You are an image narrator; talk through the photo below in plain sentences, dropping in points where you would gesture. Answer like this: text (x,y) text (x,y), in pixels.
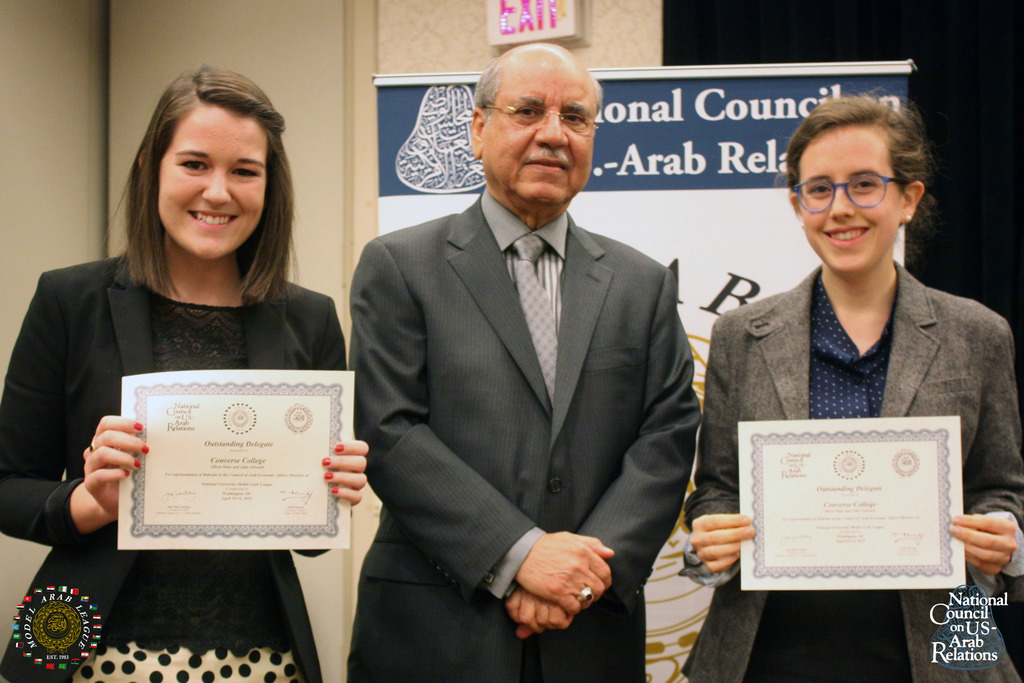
On the left side (293,302), there is a woman (269,190) smiling, holding a certificate (236,410) with both hands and standing. Beside her, there is a person (500,341) in a suit (537,470), smiling and standing. On the right side (827,138), there is a woman (867,134) smiling, holding a certificate (935,482) with both hands (724,538) and standing. On the bottom right (1002,594), there is a watermark (960,586). In the background (696,94), there is a hoarding (660,83) and there is a name board (537,33) attached to the wall (244,9) of a building (160,23).
